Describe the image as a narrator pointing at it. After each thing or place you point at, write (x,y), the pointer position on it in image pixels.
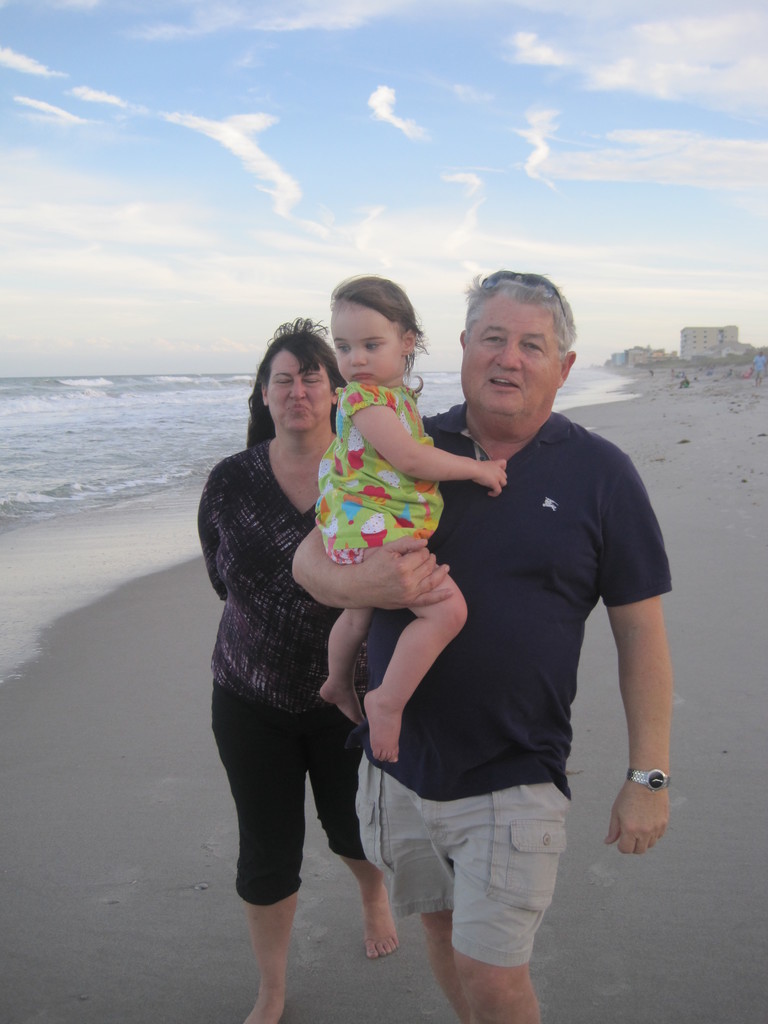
In this image we can see three persons (359,521), there are some buildings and also we can see the water (118,542), in the background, we can see the sky (614,296) with clouds (345,251).
